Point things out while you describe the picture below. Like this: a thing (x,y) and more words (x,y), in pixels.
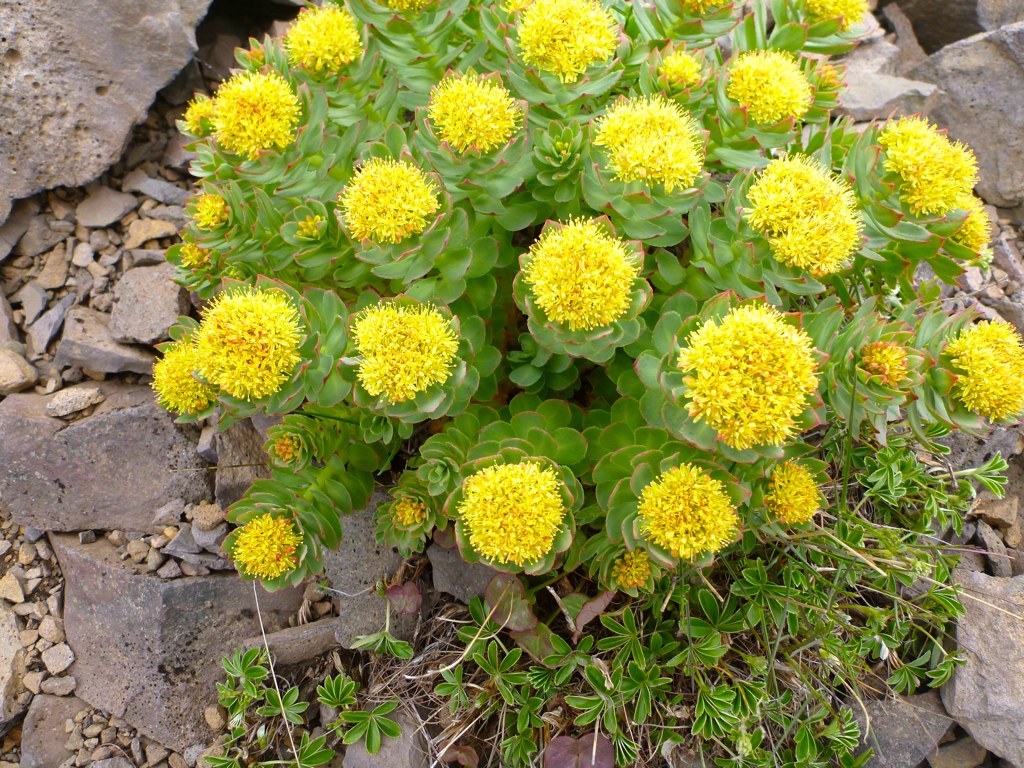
In the image in the center (483,286) we can see one plant (451,365) and few yellow color flowers (424,320). In the background (57,134) we can see stones (452,580) and grass (385,653).
